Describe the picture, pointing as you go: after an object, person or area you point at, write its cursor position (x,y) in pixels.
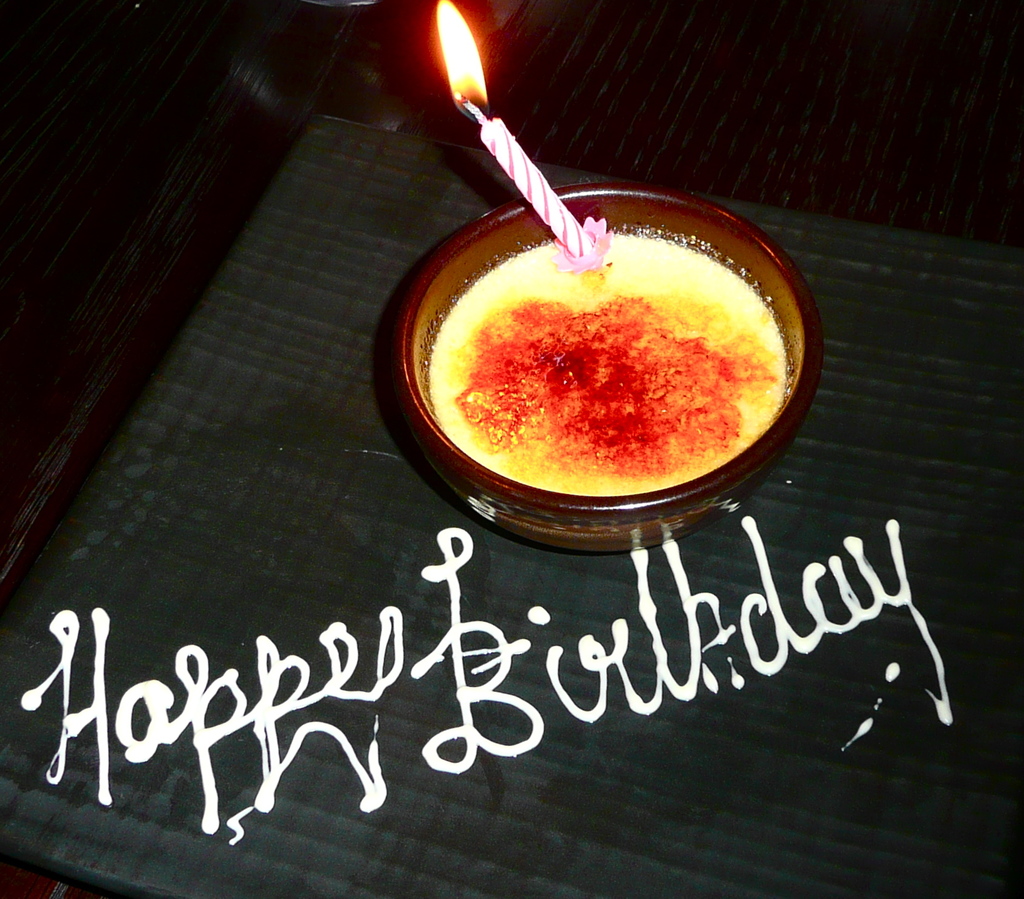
In this image we can see a bowl (549,374) with some liquid (585,315) and also a candle (512,158) with the flame (474,52) placed on the surface (383,558). We can also see the text (199,729) on that surface (622,805).
